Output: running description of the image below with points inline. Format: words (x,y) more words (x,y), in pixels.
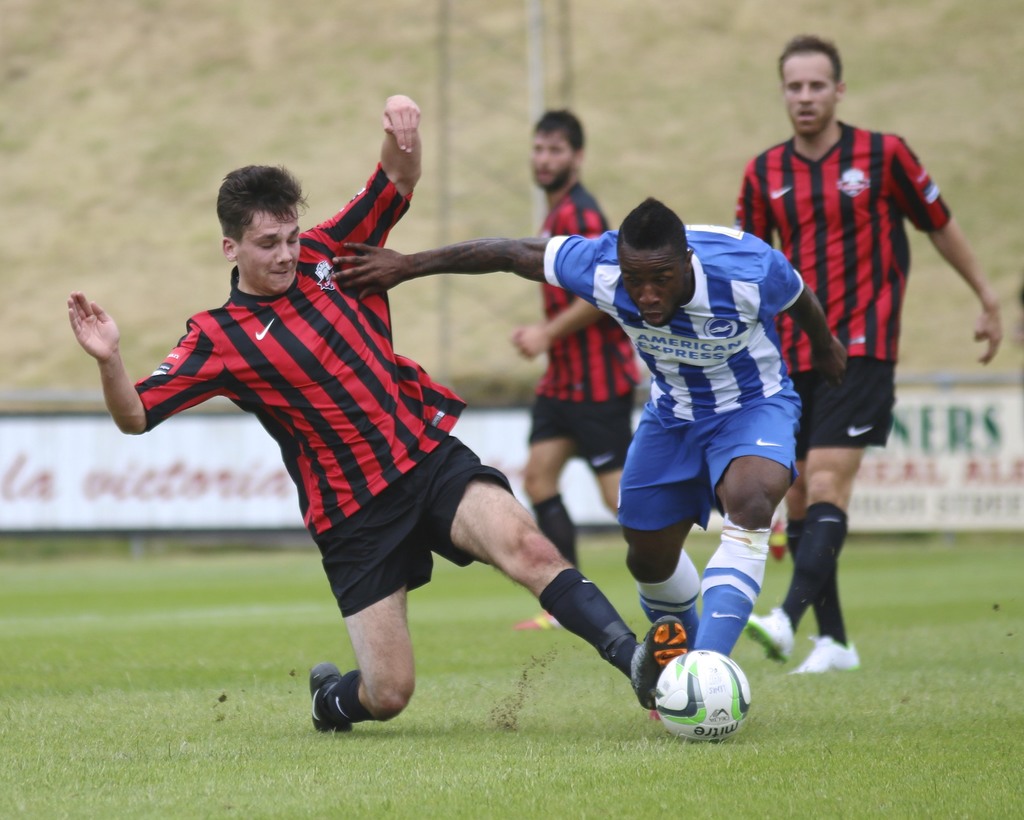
In this image, we can see four people (688,468) are playing a game with a ball (699,676) on the grass (750,719). Background (938,143) we can see the blur view. Here there is a pole (535,142) and banner (594,486).
